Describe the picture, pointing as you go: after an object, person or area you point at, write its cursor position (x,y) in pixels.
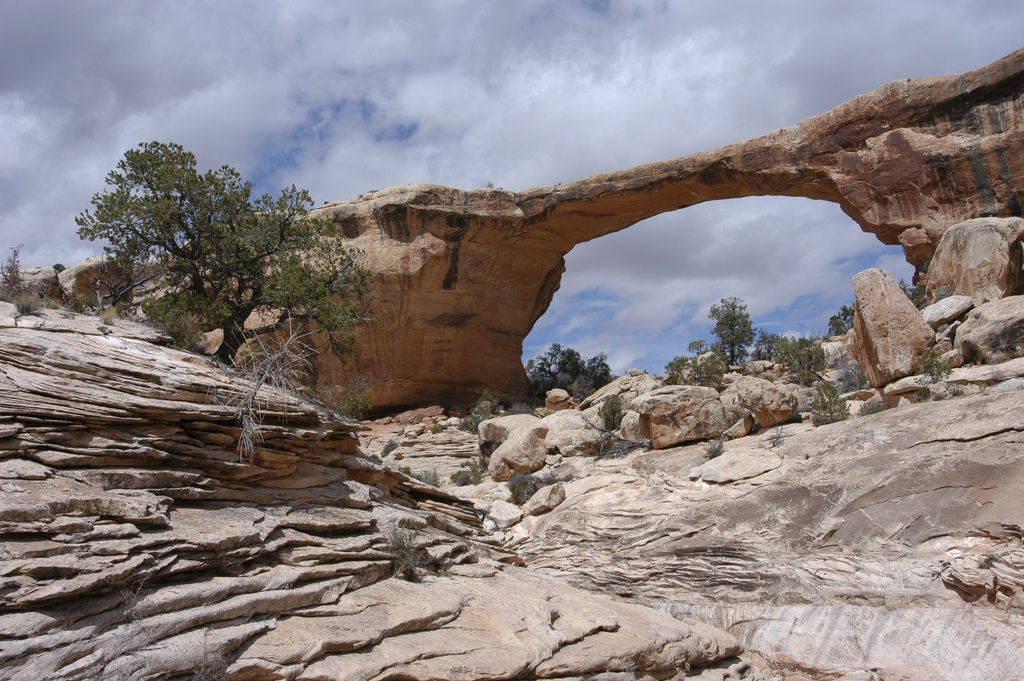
This is the owachomo bridge (658,170). These are the rocks (670,410). I can see the trees (549,366) and plants (792,360). These are the clouds (566,96) in the sky (296,59).
